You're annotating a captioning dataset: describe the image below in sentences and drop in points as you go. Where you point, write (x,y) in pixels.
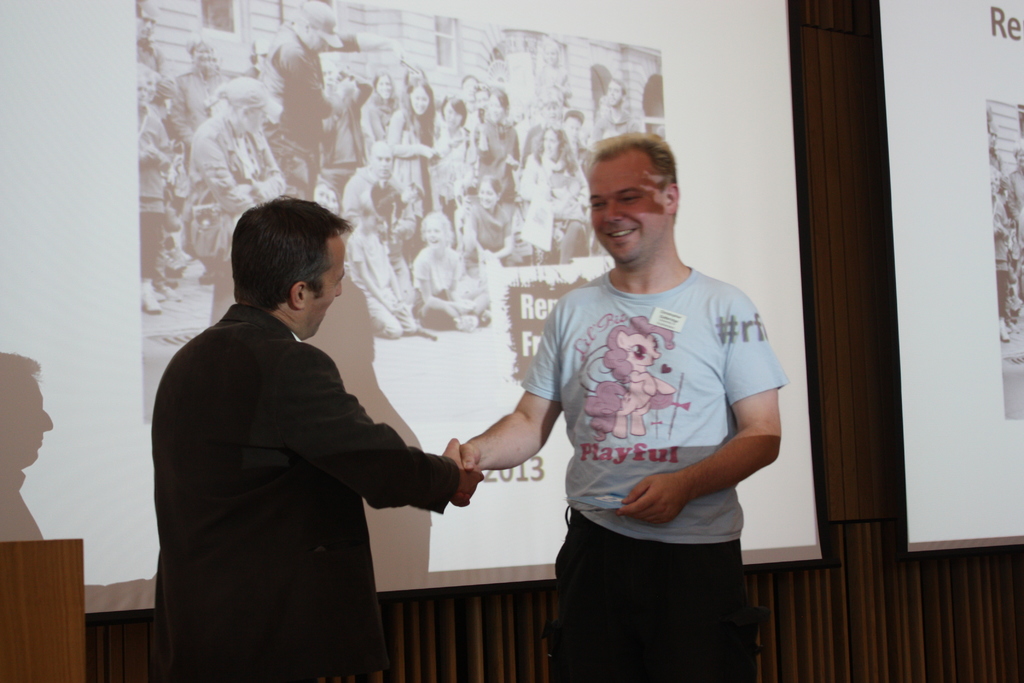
In this image there are two people (625,304) standing with a smile on their face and they are shaking their hands (462,493), in the background (452,520) there are screens (507,185) hanging on the wall (930,561). On the left side of the image (36,622) there is a table (37,609).
